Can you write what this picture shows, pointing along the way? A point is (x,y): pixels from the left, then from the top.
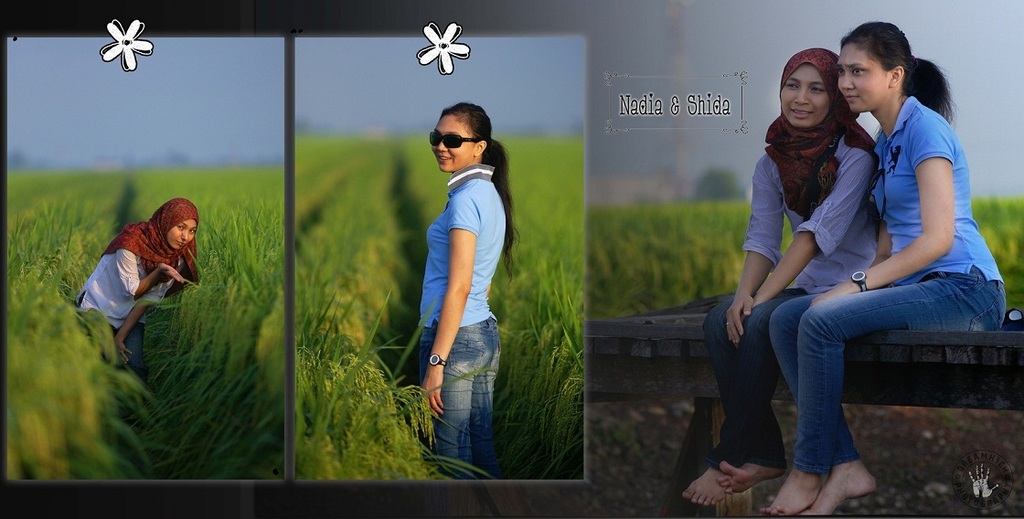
This is an edited image. In the left (180,260) a lady (155,283) is standing in the field (190,323). In the middle (472,207) the lady (476,193) wearing glasses (445,138) is standing in the grain field (394,394). In the right (857,210) two ladies (850,170) are sitting on a table (656,334). In the background (613,304) there are plants (208,235).
